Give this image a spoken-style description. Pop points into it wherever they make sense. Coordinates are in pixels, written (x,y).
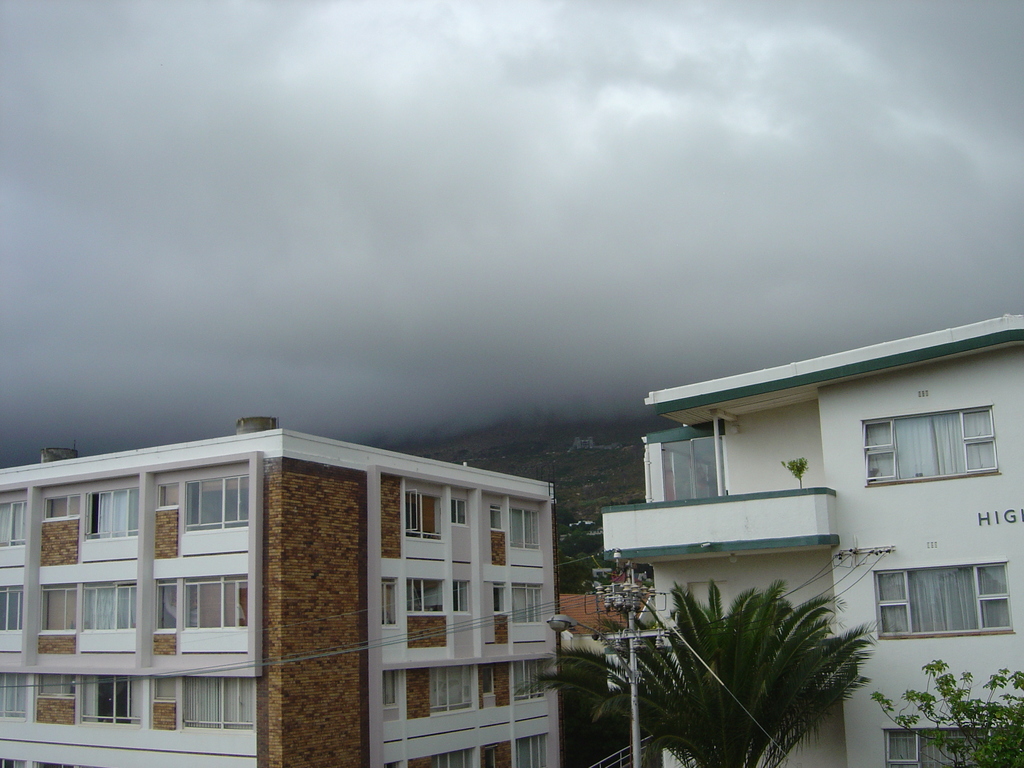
In this image at the bottom (740,567) there are some houses (200,664) trees (617,687), poles (635,681), street lights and in the background (549,447) there are some mountains (571,435) and fog (357,350).
